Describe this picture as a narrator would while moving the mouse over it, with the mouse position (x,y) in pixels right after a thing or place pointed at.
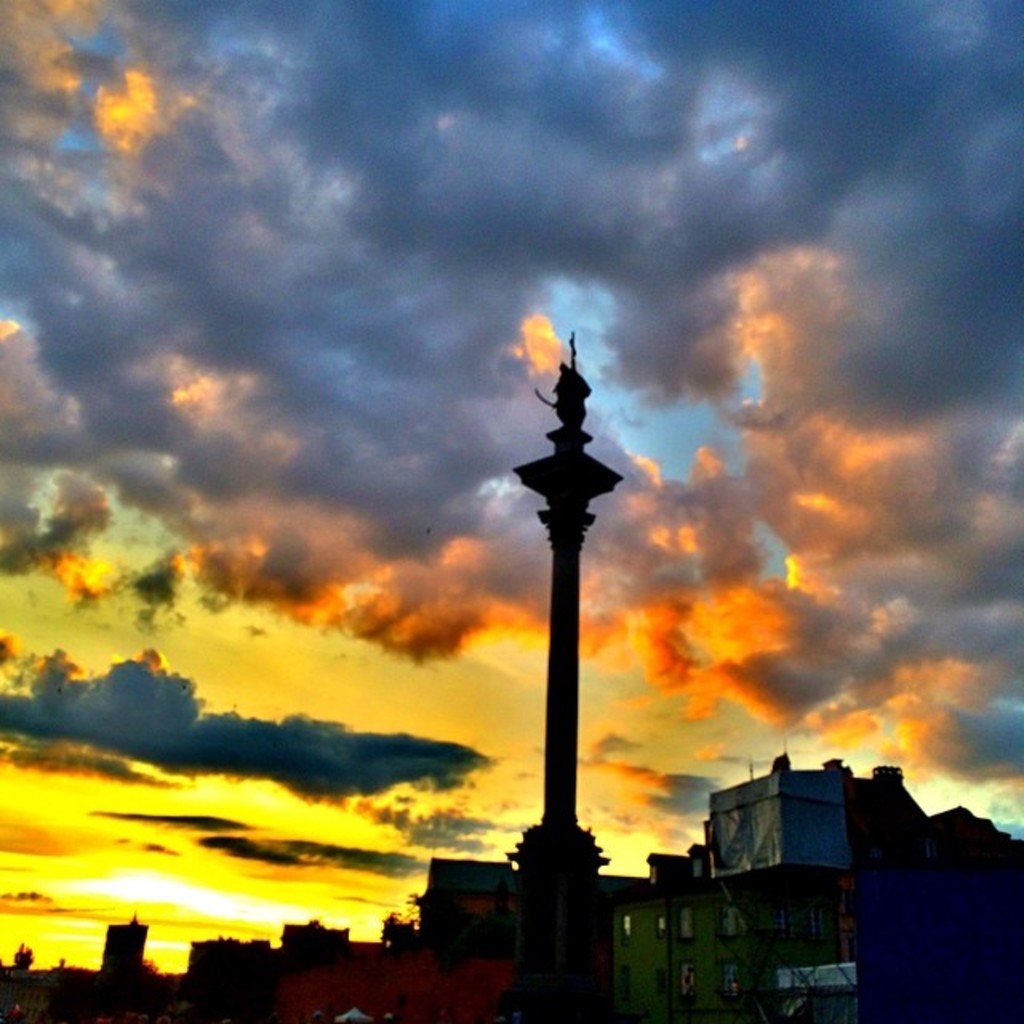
In this image we can see a pole (558,844), houses (807,863), at the top (667,302) we can see the sky (313,488) with clouds (216,488).
